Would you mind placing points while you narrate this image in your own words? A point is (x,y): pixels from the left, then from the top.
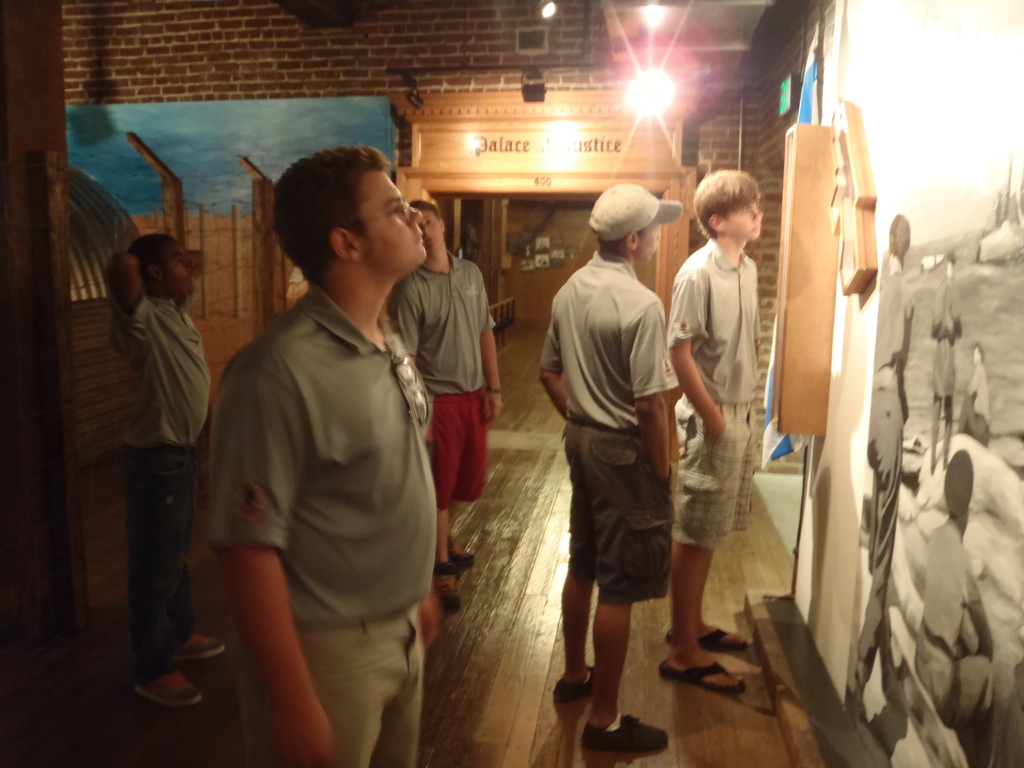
In the image there are few men (307,438) in grey t-shirt (610,388) and shorts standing on the wooden floor (528,717) in front of the wall (1010,336) with paintings (1010,336) and arts (898,389) on it, in the back (711,133) there is bulb (670,88) on the brick wall (629,62).
